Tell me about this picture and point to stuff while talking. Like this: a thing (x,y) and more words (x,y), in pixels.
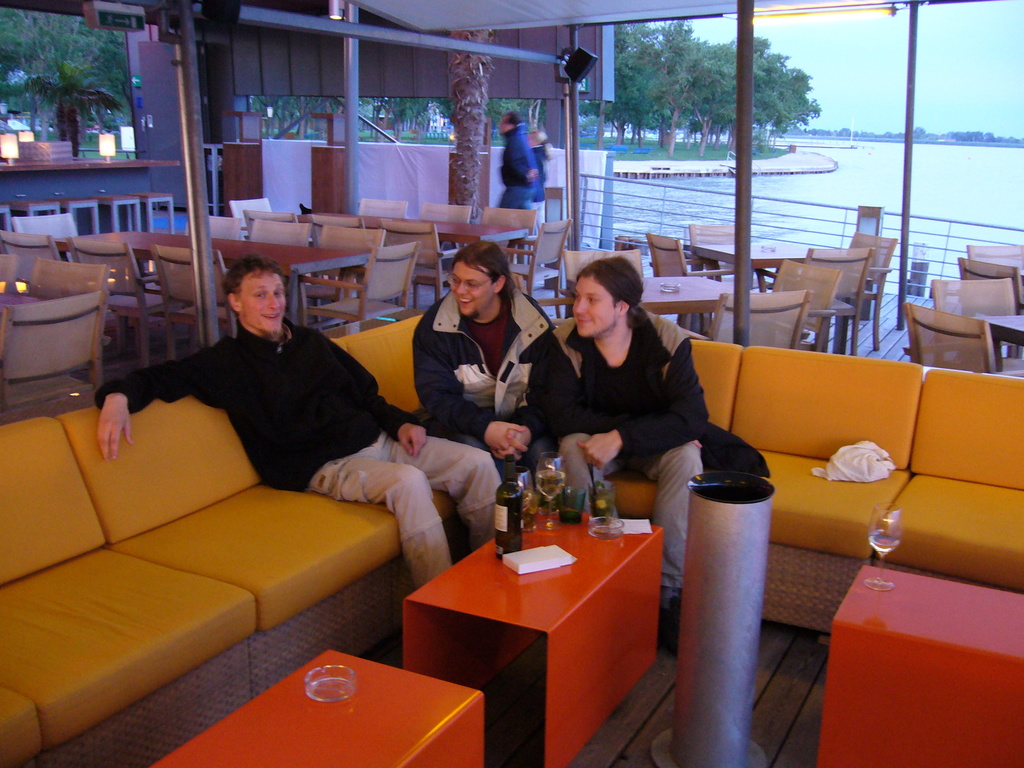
In this image I see 3 men (170,391) sitting on the couch (784,487) and there is a table (415,658) in front (492,595) and there is a bottle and few glasses (546,504) on it and I can also see that there are 2 more tables (961,697) over here and there glasses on it. In the background (707,291) i can see lot of chairs (166,262) and tables (698,291) and a man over here and I can also see lot of trees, water (791,175) and the sky (816,124).
